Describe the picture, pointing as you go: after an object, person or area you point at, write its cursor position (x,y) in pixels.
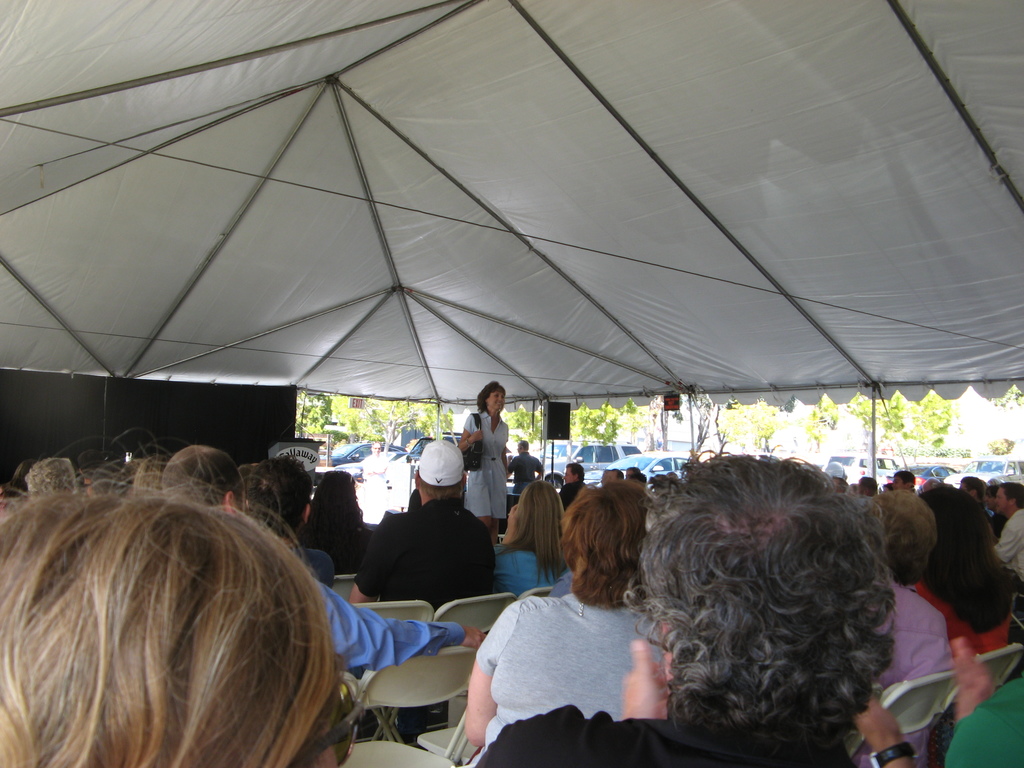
As we can see in the image there are group of people (569,500) here and there sitting on chairs (486,620). In the background (360,465) there are cars (362,445) and trees (425,424).
